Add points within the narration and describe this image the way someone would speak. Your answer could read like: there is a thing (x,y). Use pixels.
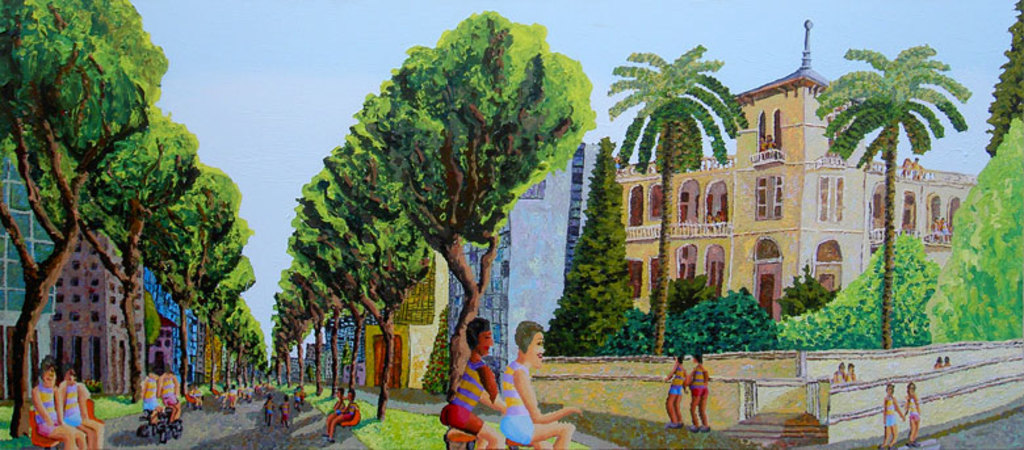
In this picture we can see painted image (484,292), on which we can see some buildings (721,236), trees (462,325) and we can see few people (149,404).
